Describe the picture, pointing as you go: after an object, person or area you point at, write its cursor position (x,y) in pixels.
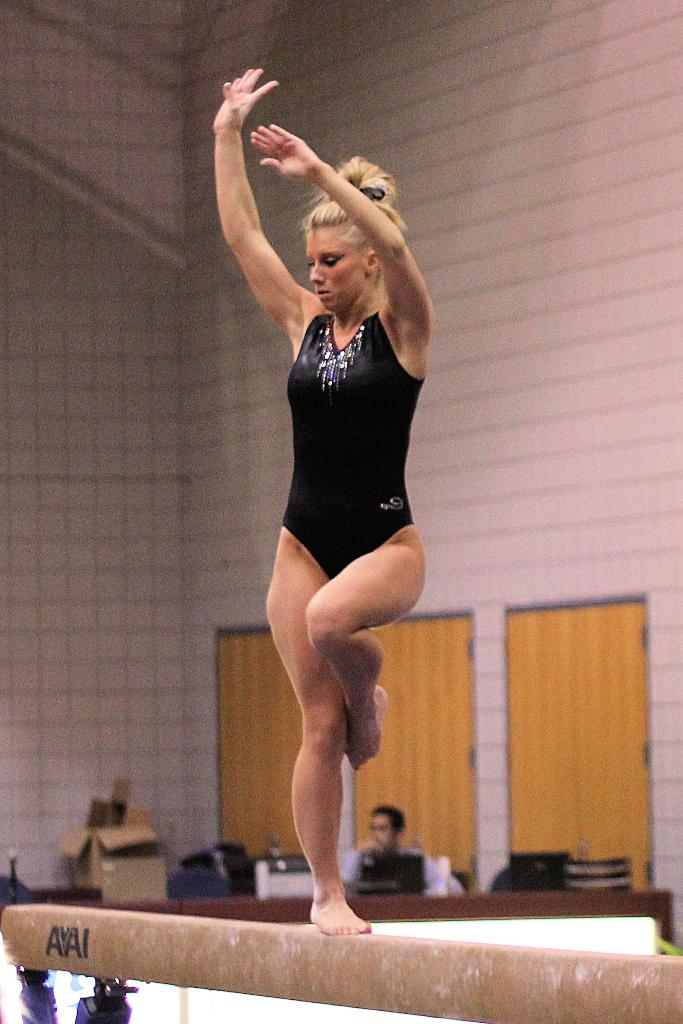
In this image, there is a person (346,445) wearing clothes (331,451) and standing in front of the wall (187,448). There is an another person (371,848) at the bottom of the image (362,848). There is a box (152,889) in the bottom left of the image (81,868).
